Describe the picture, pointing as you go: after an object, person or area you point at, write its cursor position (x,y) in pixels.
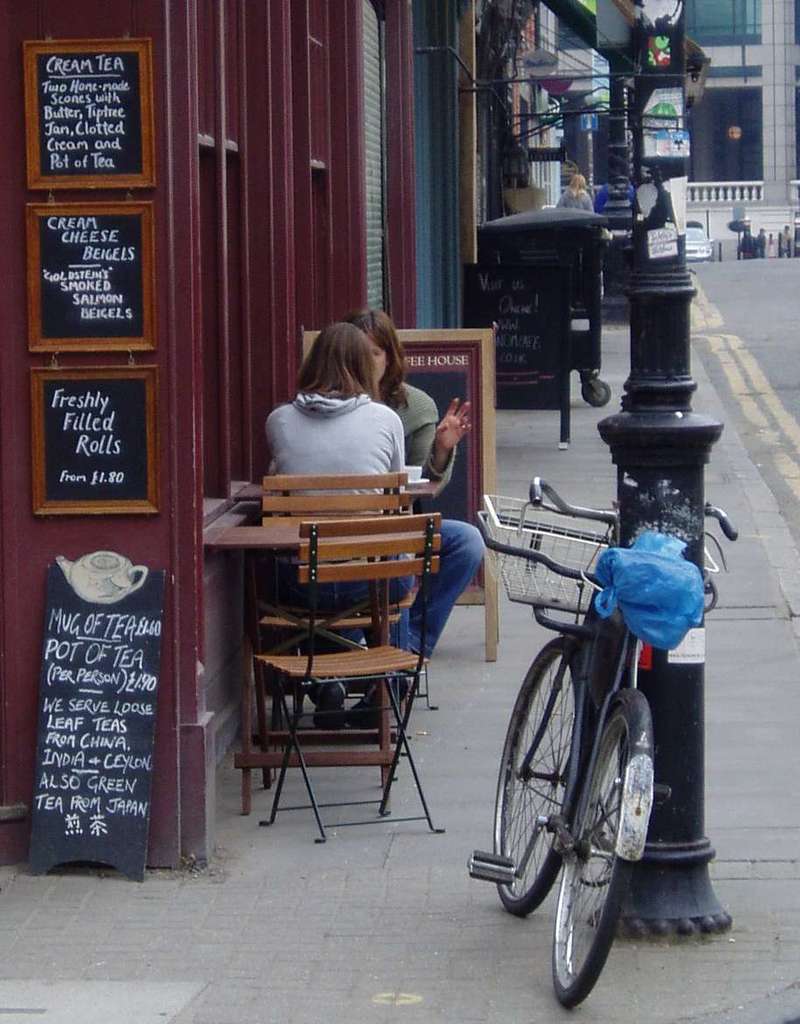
This is a picture of the outside of the city (522,470) in this picture there are two persons (391,428) who are sitting on a chair (360,516). In front of them there is a table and on the right side (569,633) there is one cycle (565,594), Beside that cycle (641,739) there is one pole (666,517). On the background (522,90) there are some buildings (760,141), on the left side (132,472) there are some boards (94,303).
